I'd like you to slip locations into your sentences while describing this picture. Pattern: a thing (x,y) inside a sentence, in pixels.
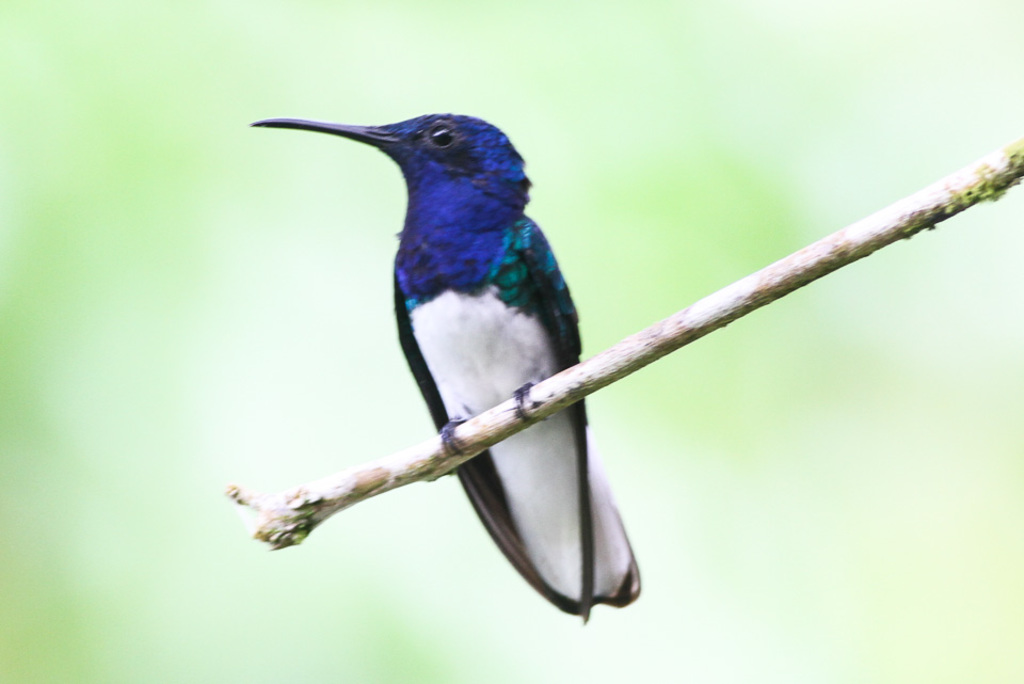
In this image I can see a blue color bird (457,364) on a branch (300,513). The background of the image (225,353) is blurred.
